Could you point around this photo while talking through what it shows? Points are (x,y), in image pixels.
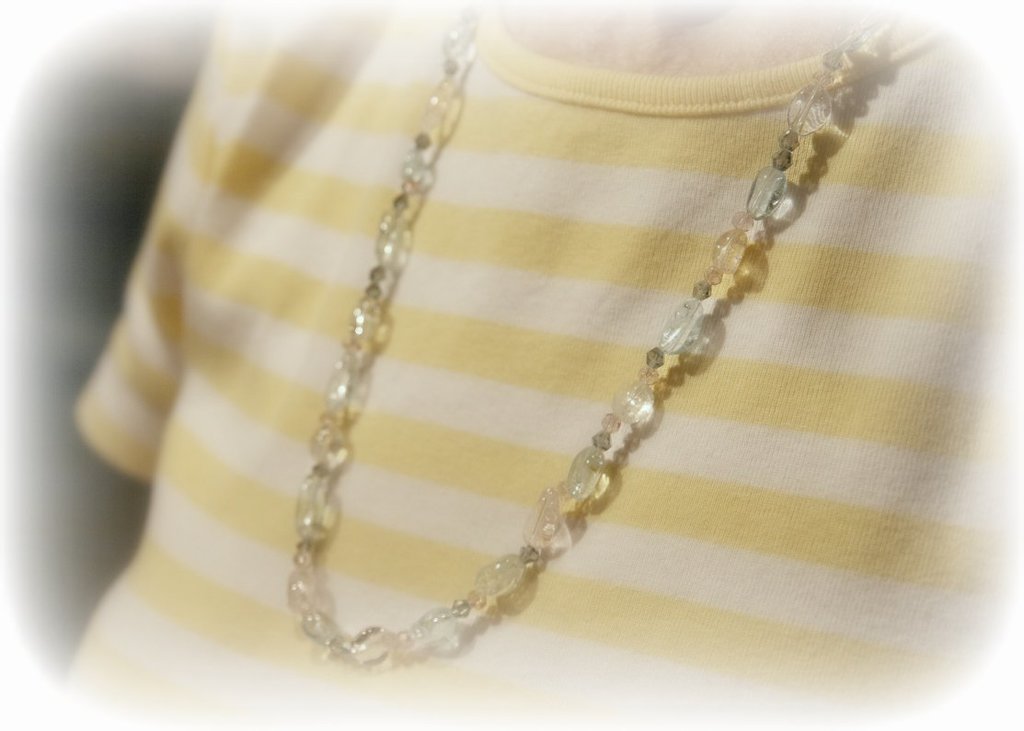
This looks like an edited image. I can see a person (571,199) with T-shirt (430,362) and beads necklace (399,246).
